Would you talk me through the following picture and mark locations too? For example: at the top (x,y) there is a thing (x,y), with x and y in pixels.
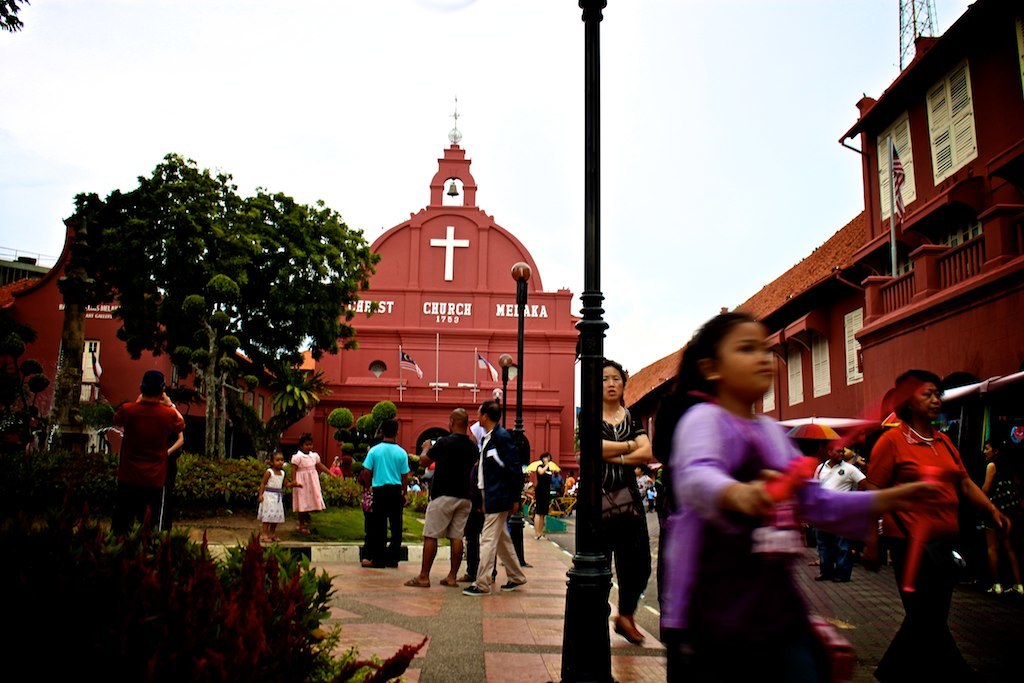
In this picture we can see group of person (461,476) who are standing near to the black pole (581,348). In the bottom right corner (979,496) we can see other group (928,464) was standing near to the building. In the background (537,351) we can see the church (532,344). On the left (81,321) we can see trees (212,427) and buildings (186,409). At the bottom (188,533) there is a plant (263,605). At the top (361,23) we can see sky (361,23) and clouds (361,23). In the top right corner (908,41) we can see the tower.
